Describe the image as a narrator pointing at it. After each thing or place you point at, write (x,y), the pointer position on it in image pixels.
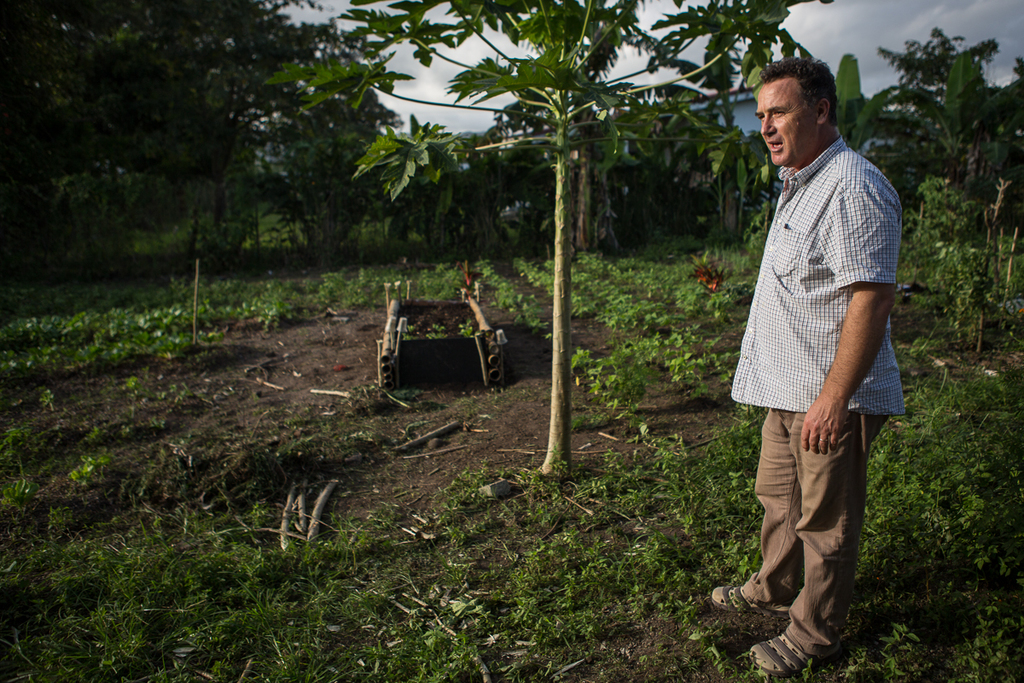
A man (843,224) is standing at the right (843,347) wearing a shirt (843,224) and trousers (832,577). There is grass (885,570) and trees (909,177).
